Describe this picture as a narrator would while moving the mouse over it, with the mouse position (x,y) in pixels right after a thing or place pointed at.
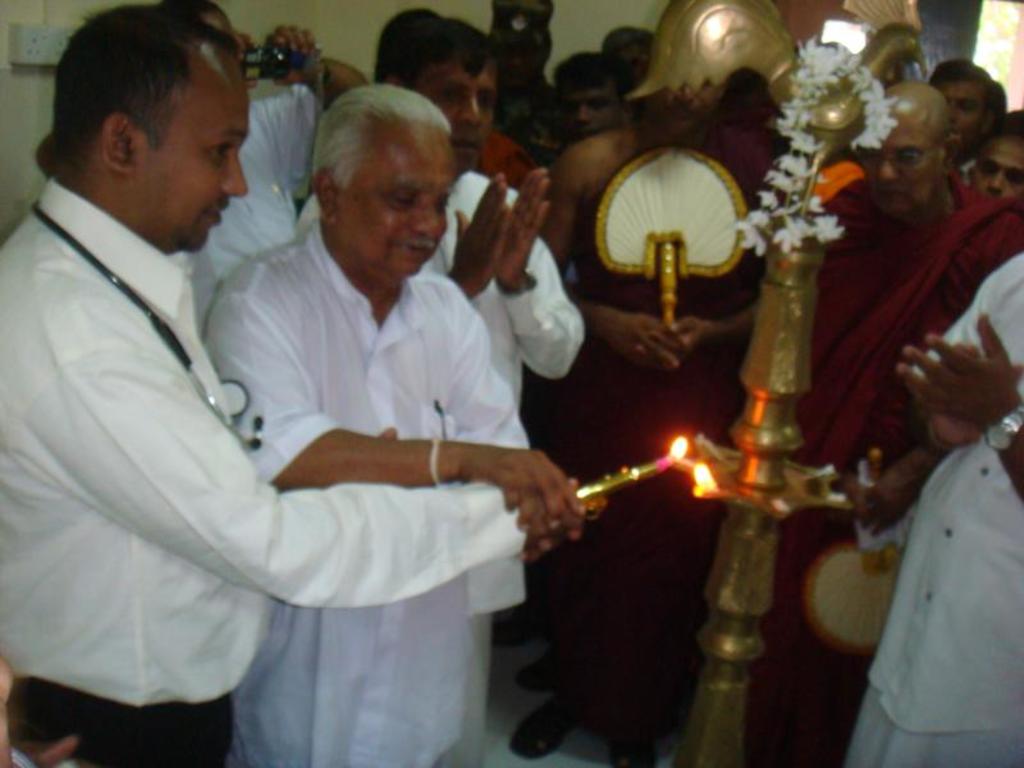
Here in this picture we can see a group of people (716,305) standing over a place and in the front (306,439) we can see two men (487,379) lighting up the diya (719,495) present on a stand (742,498) with the help of a taper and we can see flowers (808,150) at the top of it and we can see some of them are clapping and smiling and the person (143,241) on the left side (85,239) is having a stethoscope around his neck (157,240).
